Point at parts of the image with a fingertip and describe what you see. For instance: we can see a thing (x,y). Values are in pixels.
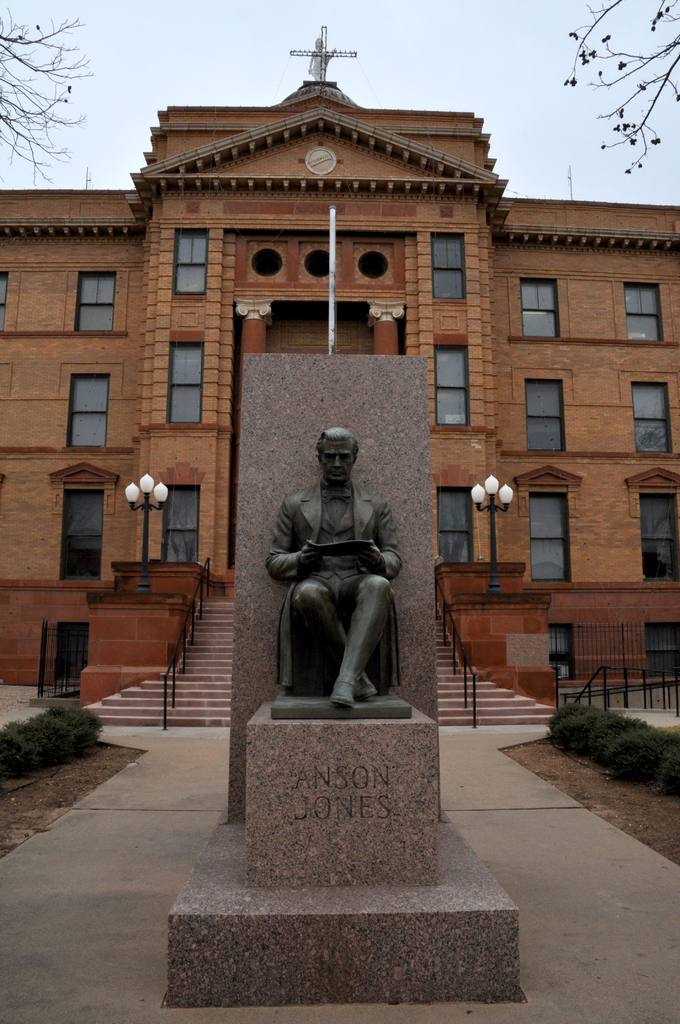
In the foreground of the picture (322,669) there is a sculpture (332,510). In the middle of the picture (327,344) there are staircase (146,719), hand railing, light (504,500) and building (470,150). On the right (675,43) we can see the stems (644,66) of a tree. On the left (53,46) we can see stems (42,75) of a tree (60,31). At the top (226,17) it is sky (432,61).
